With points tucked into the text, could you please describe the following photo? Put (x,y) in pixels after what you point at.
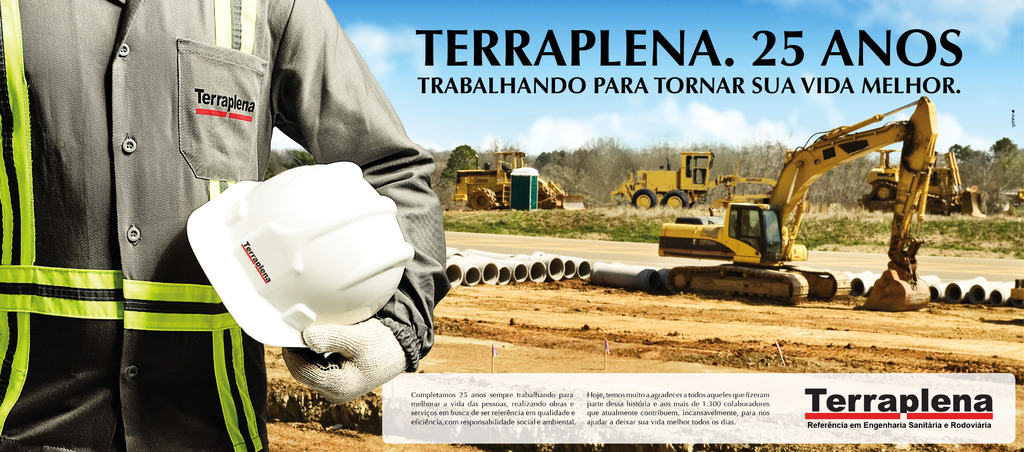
On the left side (141,128), there is a person (137,190) in a gray color coat (336,118), holding a white color helmet (355,193) with one hand (380,324) and standing. On the right side (718,252), there are texts (719,67), yellow color vehicles (776,200), pipes (626,272), a road (1005,268), trees (614,165) and grass (806,233) on the ground (590,235). In the background (984,15), there are clouds (998,21) in the blue sky (442,22).
